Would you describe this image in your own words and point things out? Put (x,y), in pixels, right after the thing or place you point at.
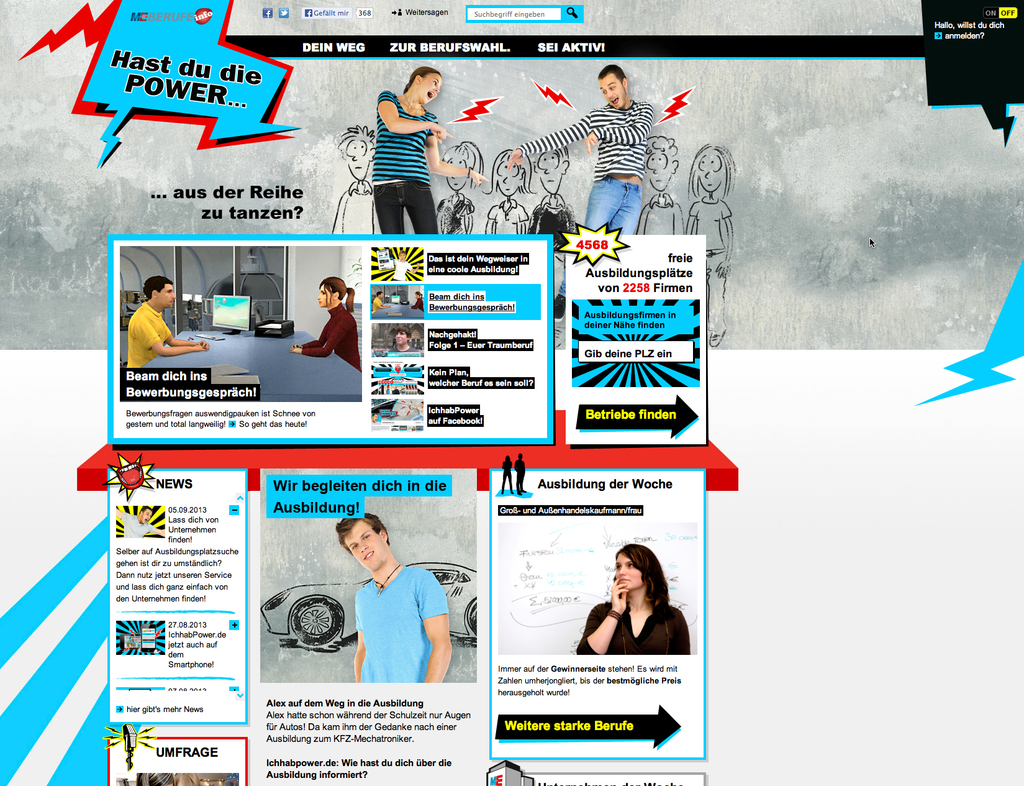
This image looks like an advertisement page and there are some text (203,582) and there are cartoons (471,205) on the page (499,364).
